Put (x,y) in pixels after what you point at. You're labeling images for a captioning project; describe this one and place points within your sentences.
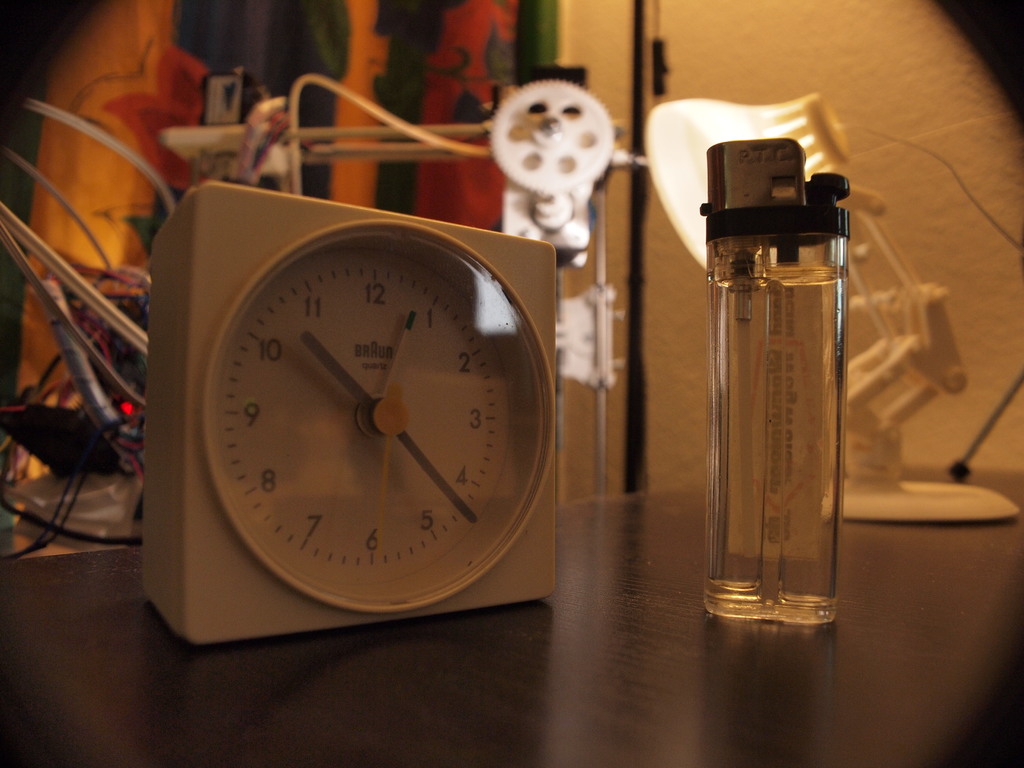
In this image we can see a clock (293,543), lighter (750,498), light (821,130) on a stand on a platform (725,728). In the background (146,363) we can see cables (296,158), device (311,131), objects (527,135) and the wall (582,65).
